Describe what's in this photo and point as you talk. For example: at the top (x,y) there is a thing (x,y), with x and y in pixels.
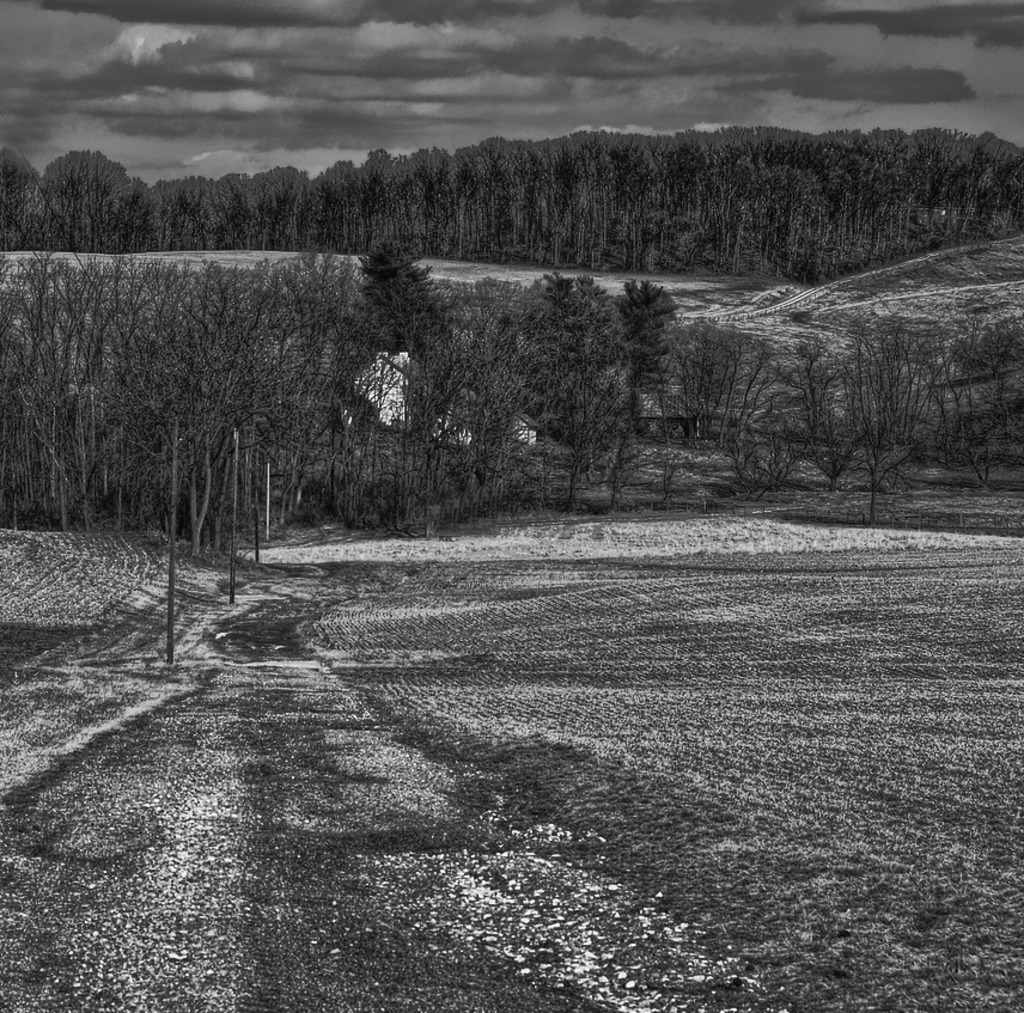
This is a black and white picture, there are many trees (430,390) in the background (848,410) and there are electric poles (237,440) on the left side (256,470) and above its sky (252,90) with clouds (607,50).
